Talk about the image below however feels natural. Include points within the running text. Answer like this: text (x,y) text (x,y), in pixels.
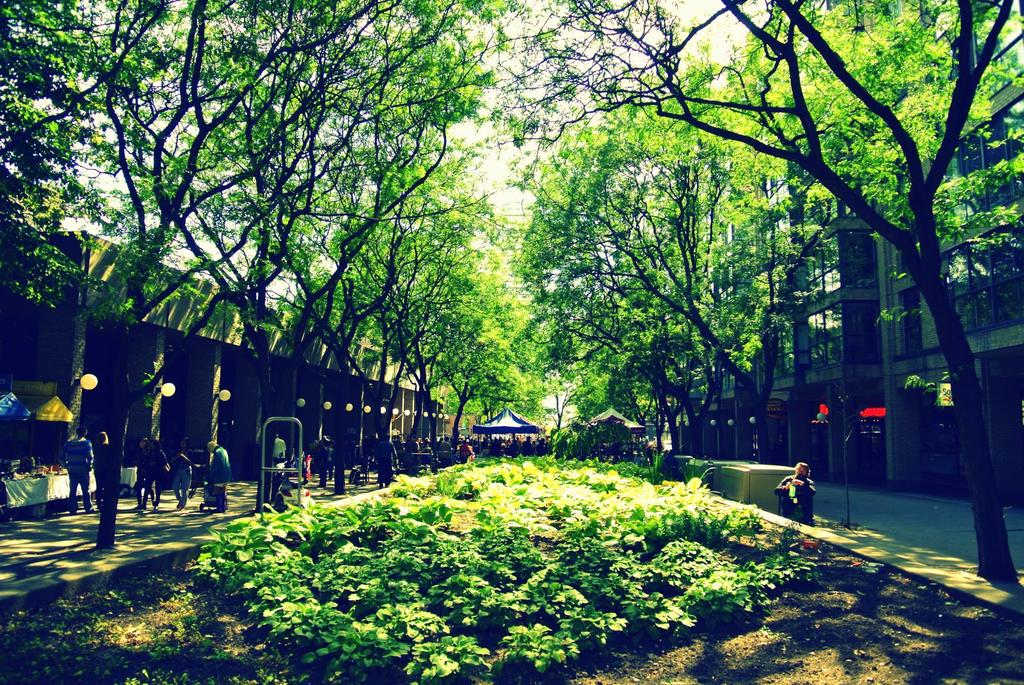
In the center of the image (487,456) there are plants (457,567). On the left side of the image (175,466) there are people (395,459) walking on the road (47,515). There are lights (368,410). There are stalls (62,491). On the right side of the image (856,391) there are buildings (969,266). In the background of the image (572,415) there are trees (630,98) and sky (681,20).
